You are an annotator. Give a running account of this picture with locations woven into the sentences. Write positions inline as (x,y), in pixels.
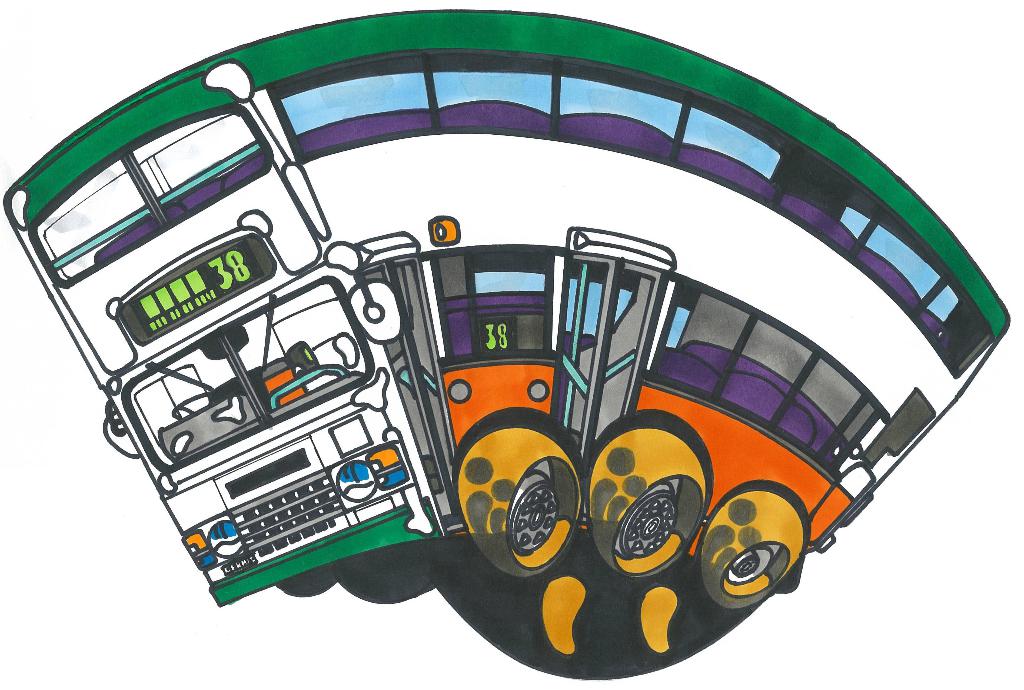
In this picture we can see an animated image, we can see a bus (413,409) in the middle (536,340).
